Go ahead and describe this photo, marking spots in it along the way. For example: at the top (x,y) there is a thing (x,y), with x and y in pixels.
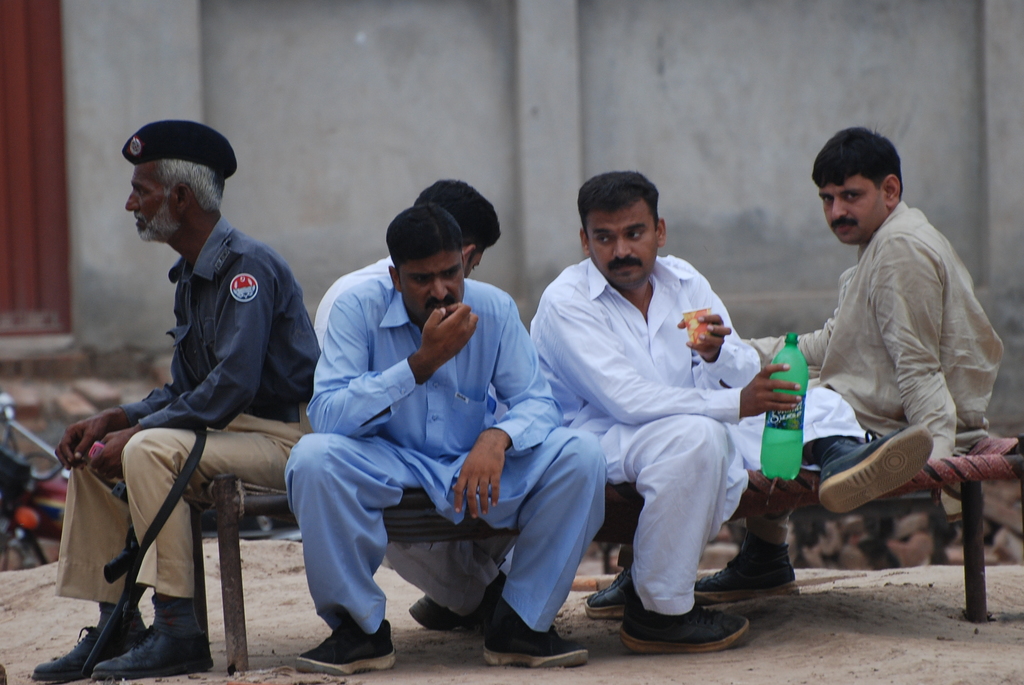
In the middle of the image (395,456) few men (910,258) are sitting on a cot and holding some bottles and cups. At the top of the image (133,22) we can see a wall (105,217). In the bottom left corner of the image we can see a motorcycle (3,397).
